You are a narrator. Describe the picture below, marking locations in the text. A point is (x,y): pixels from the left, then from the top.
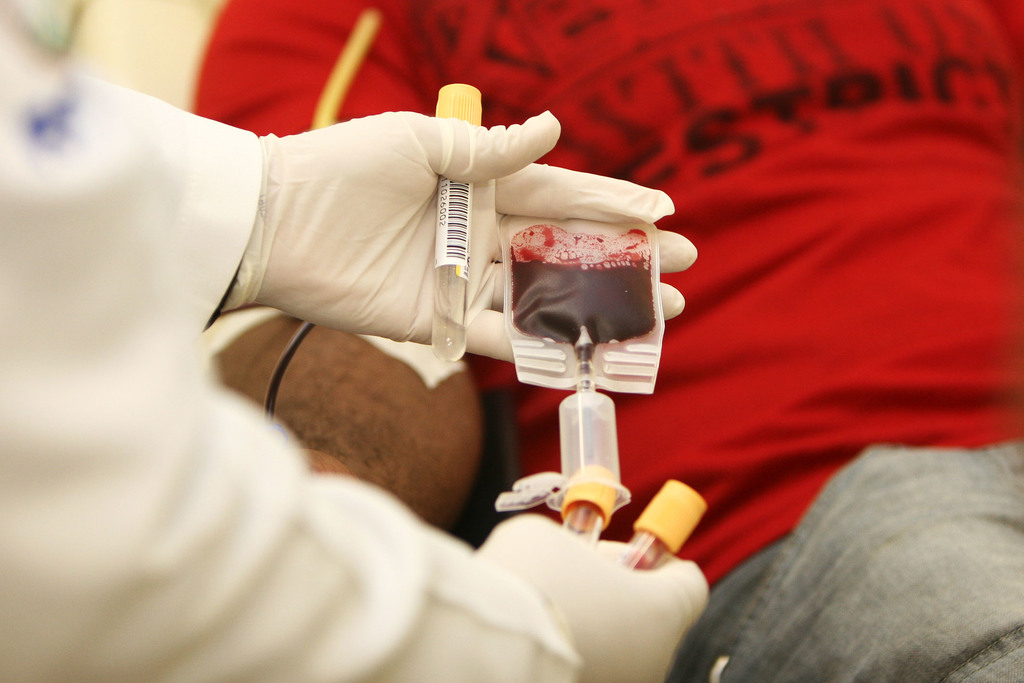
In this image we can see a blood packet (513,352), small tubes (601,527) in the person's hand (536,527), there we can see the blood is taken from the other person (664,142).
